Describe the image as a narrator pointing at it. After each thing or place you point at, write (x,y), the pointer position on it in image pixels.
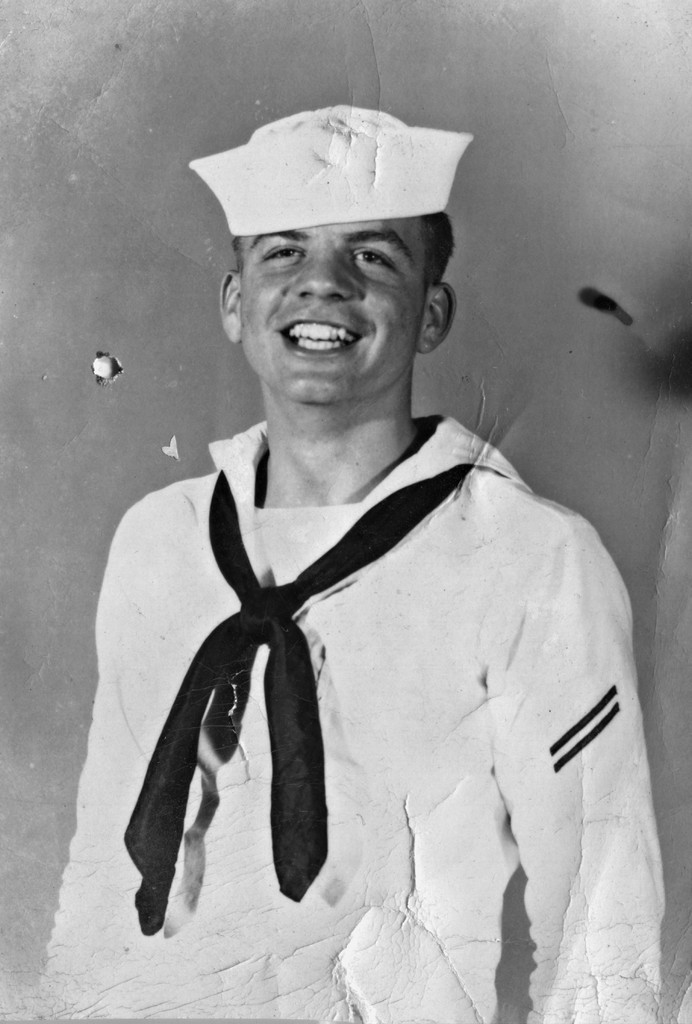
In the foreground of this black and white image, there is a man (435,596) wearing a white dress (437,663), black tie (273,699) and white cap (388,161) and the background (130,332) image is not clear.
